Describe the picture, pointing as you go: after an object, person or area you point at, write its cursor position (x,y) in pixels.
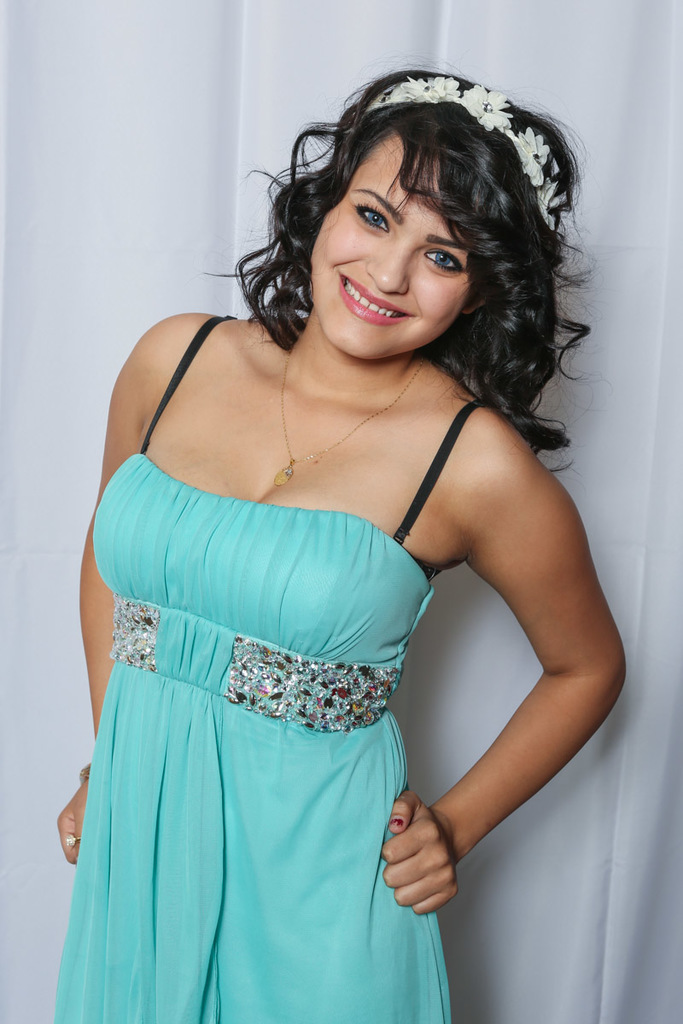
In this image I can see a woman (157,718) wearing blue and black colored dress (282,645) and white colored headband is standing and smiling. I can see the white colored background (126,285).
